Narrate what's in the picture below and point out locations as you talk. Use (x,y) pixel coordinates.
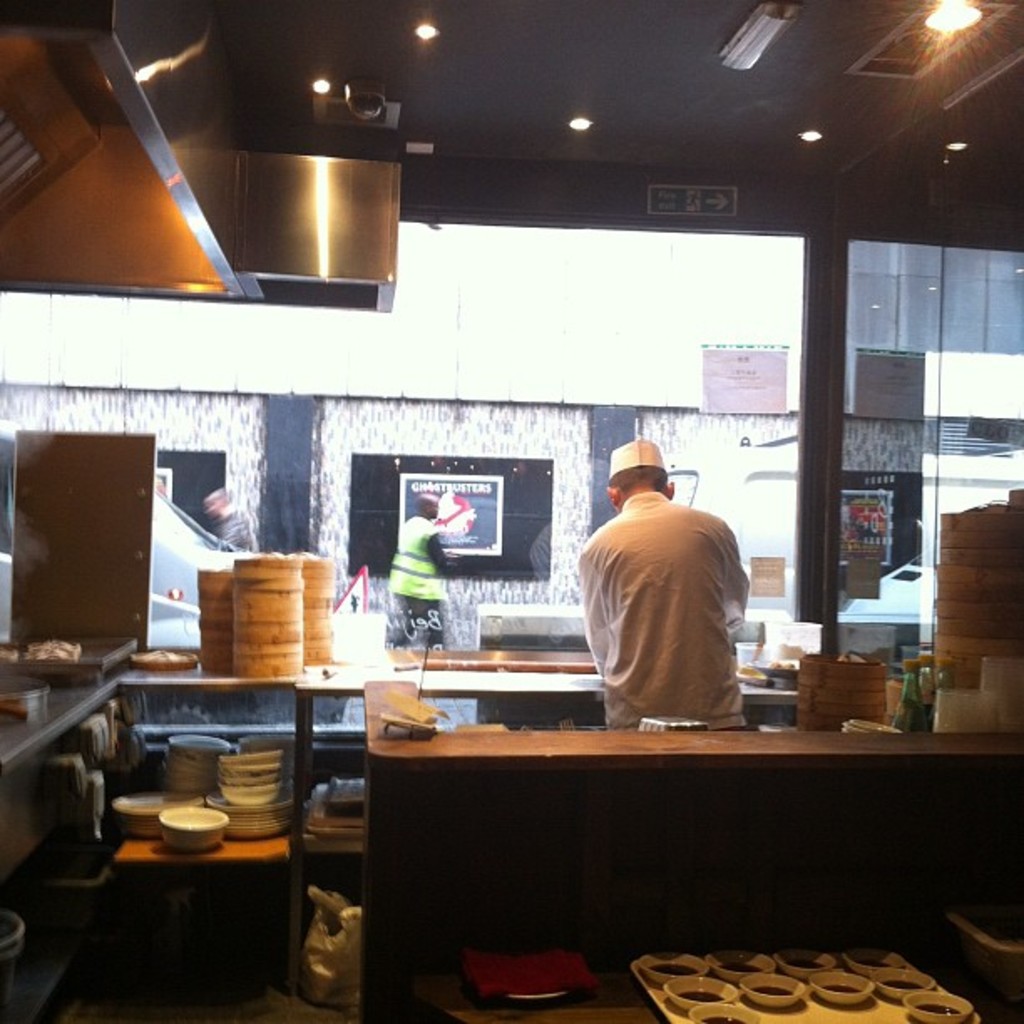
In this picture we can a man (618,603) and some bowls (648,960) on the desk (684,929) and on desk (975,760) which have some things (868,707) and there are some lights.
